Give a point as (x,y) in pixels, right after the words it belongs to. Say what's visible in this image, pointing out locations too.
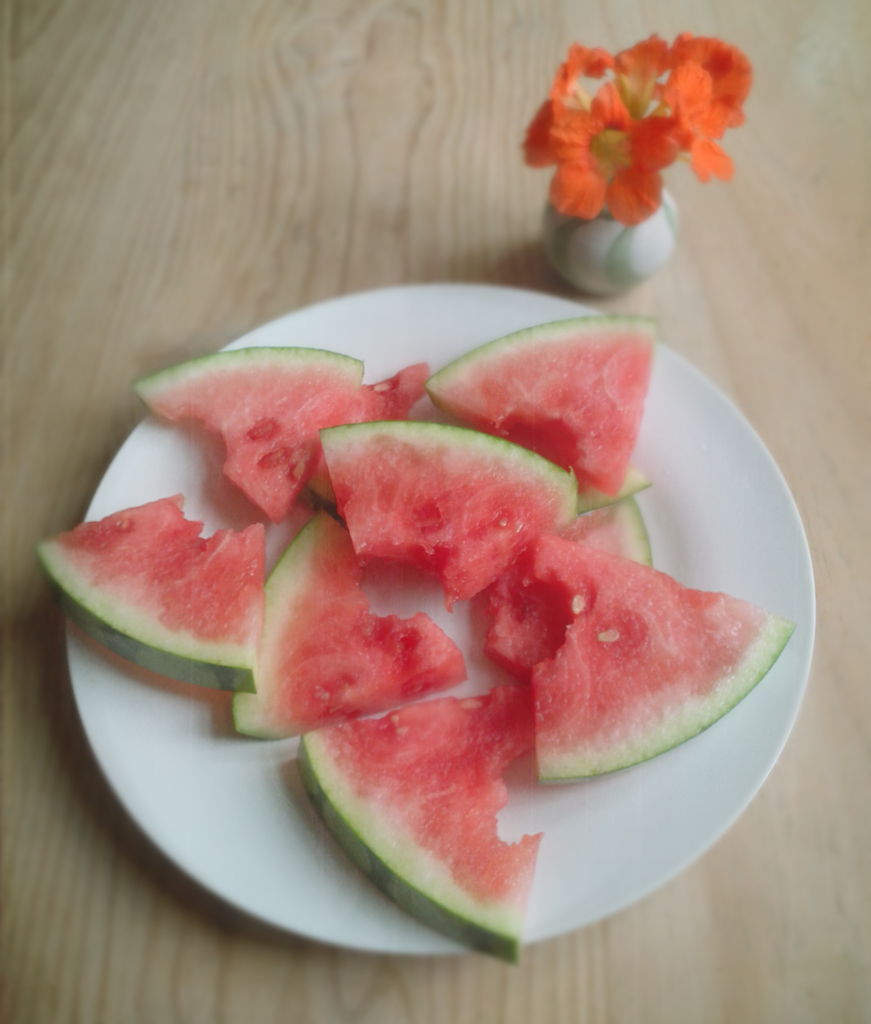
In the image we can see there are watermelon pieces (650,627) kept on the plate (711,450) and there are flowers (642,138) kept in the vase (622,273). The plate (547,314) and vase (581,279) kept on the table (796,336).
